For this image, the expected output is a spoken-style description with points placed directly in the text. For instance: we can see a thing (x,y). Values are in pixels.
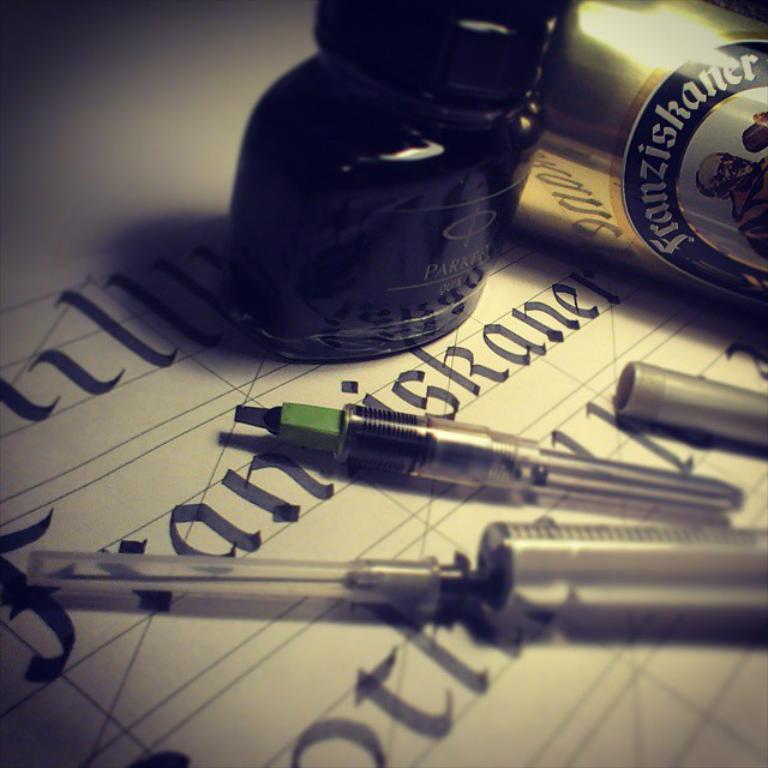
In this image we can see a surface (530,680) with text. On that we can see syringe (482,581), pen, bottle (399,141) and some other thing (747,190) with text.
